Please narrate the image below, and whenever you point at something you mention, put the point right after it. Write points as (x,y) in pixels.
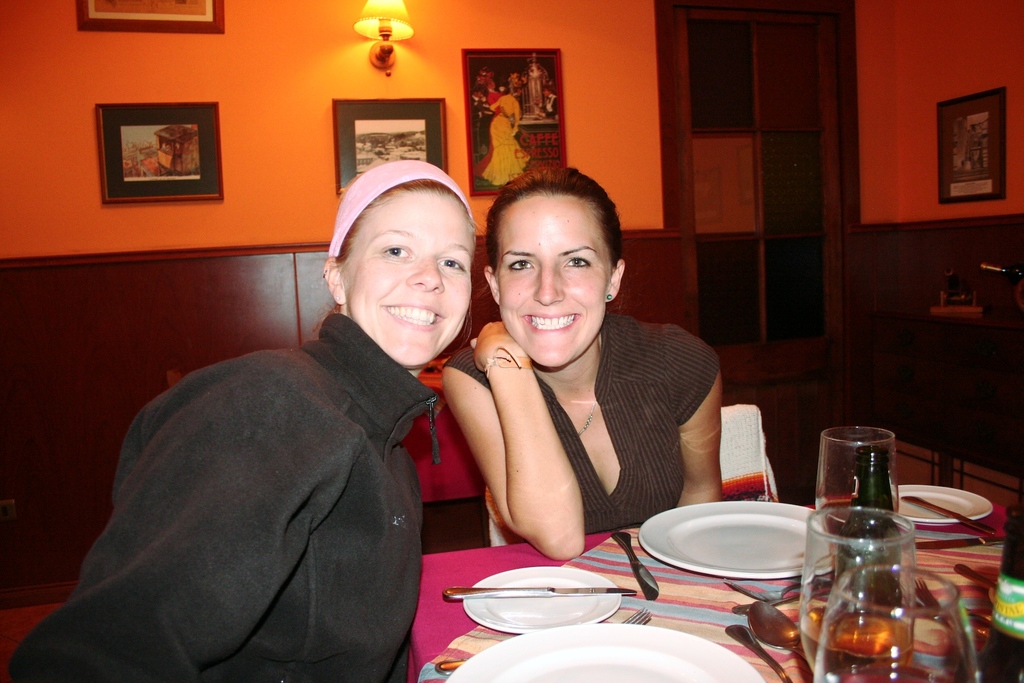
In the image we can see there are two woman (326,485) who are sitting in front (309,479) and there is a table (662,595) on which there are plate (605,608), knife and fork (637,614). There is a wine glass (897,516) and at the back (31,142) there is a wall (167,70) which is in orange colour and there are photo frames (405,140) which are kept on wall (56,160).
